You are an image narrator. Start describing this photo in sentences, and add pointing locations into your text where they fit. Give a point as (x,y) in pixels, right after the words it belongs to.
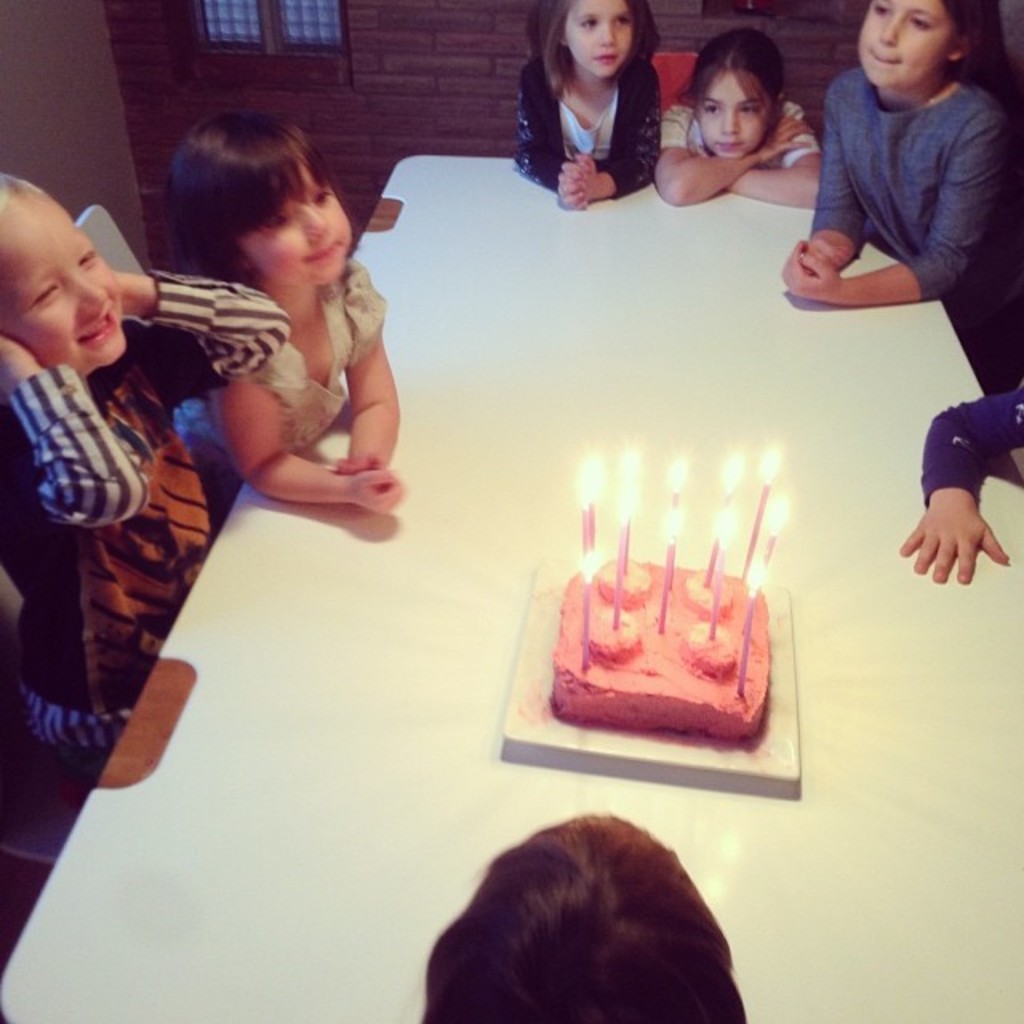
In this image there are the group of children (173,298) sitting around the table (224,768) and in front of them there is a cake (650,625) on the cake (685,600) there are some candles (674,489) kept on that
